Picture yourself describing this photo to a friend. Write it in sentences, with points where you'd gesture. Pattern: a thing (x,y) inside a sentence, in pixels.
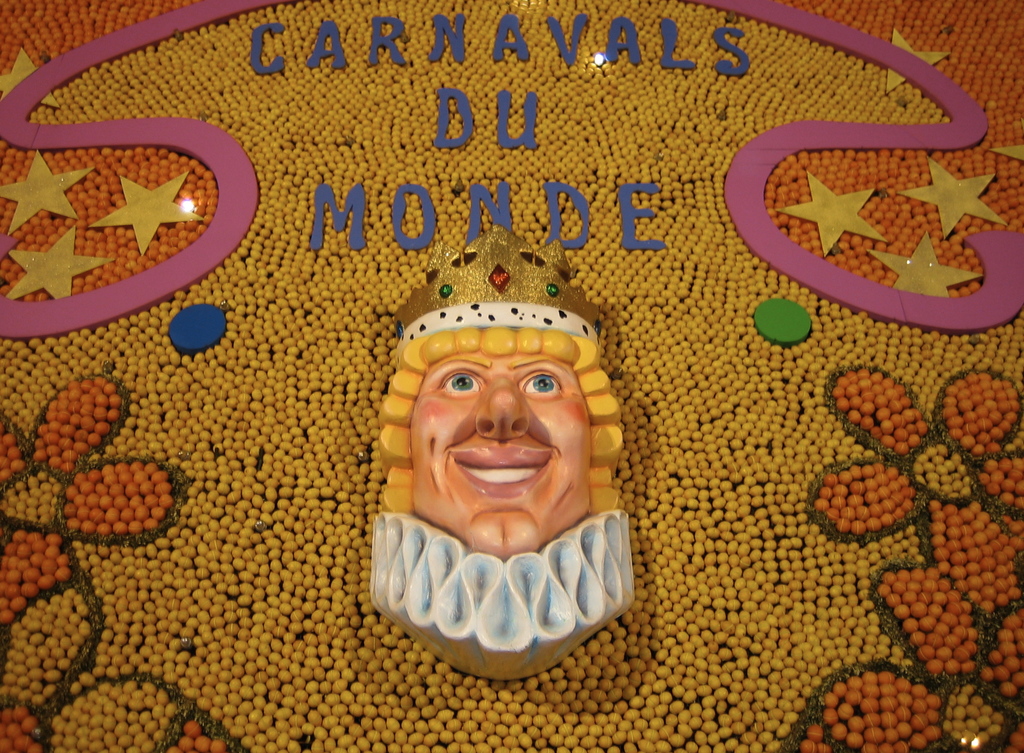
In this image, we can see decorative items (442,583) and some text (277,71).
